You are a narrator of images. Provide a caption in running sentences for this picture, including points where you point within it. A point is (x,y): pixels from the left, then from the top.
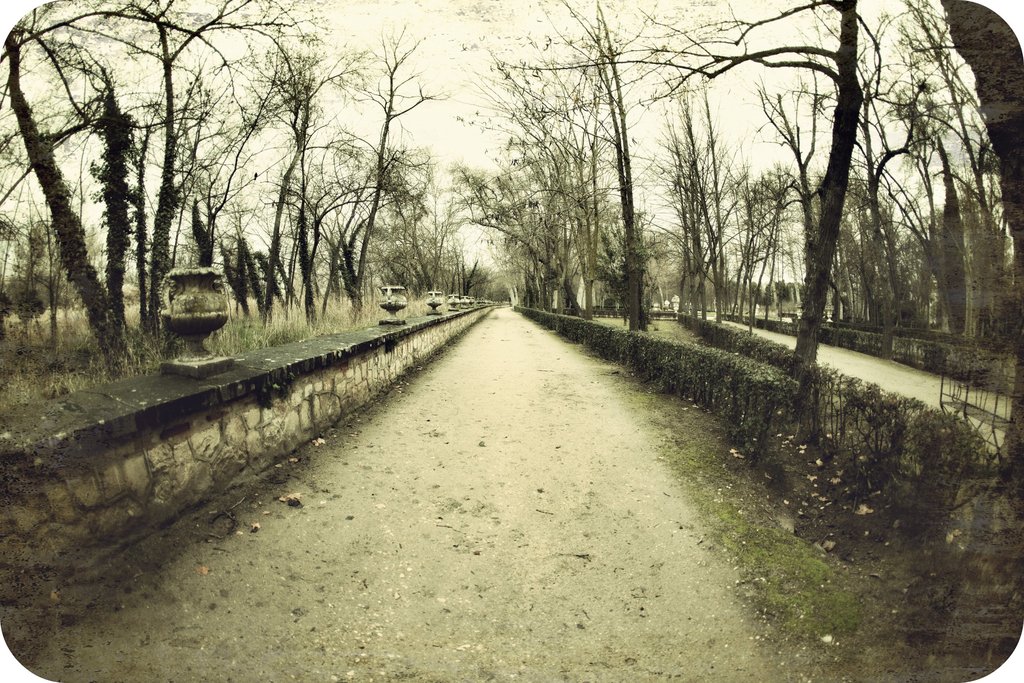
In this image we can see few trees (485,291), statues (400,297) on the wall (350,353), road (558,382) and the sky (452,116) in the background (459,122).
